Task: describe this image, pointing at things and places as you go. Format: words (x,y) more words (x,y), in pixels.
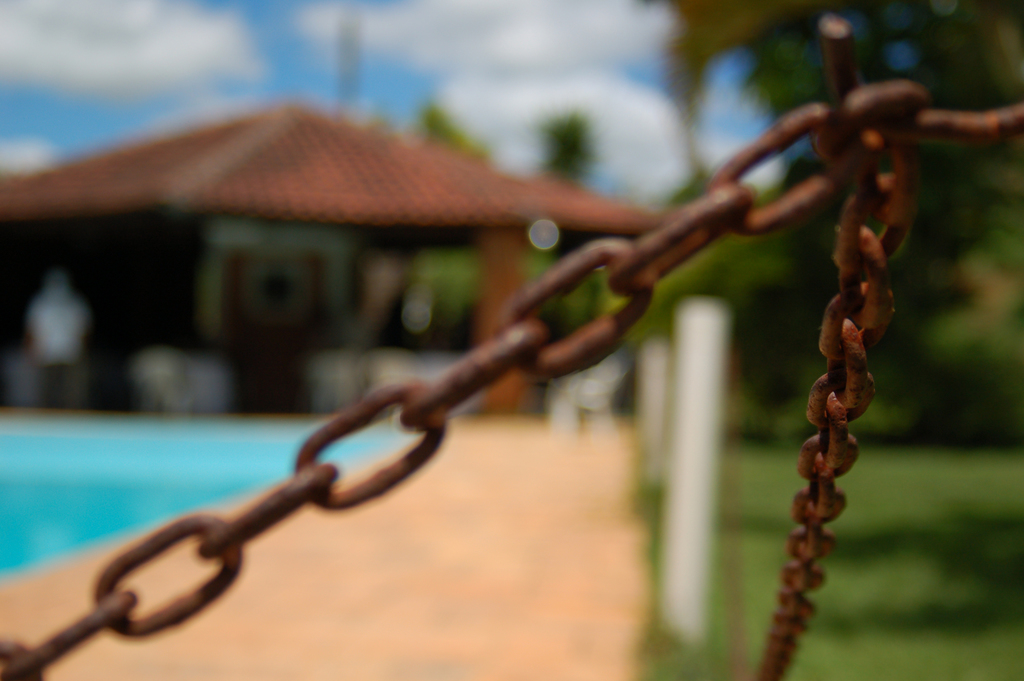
In this image, we can see chains (516,350) and hook (836,83). Background (958,155) we can see the blur view. Here we can see a shed (326,217), walkway (616,517), trees (912,320) and sky (443,75).
